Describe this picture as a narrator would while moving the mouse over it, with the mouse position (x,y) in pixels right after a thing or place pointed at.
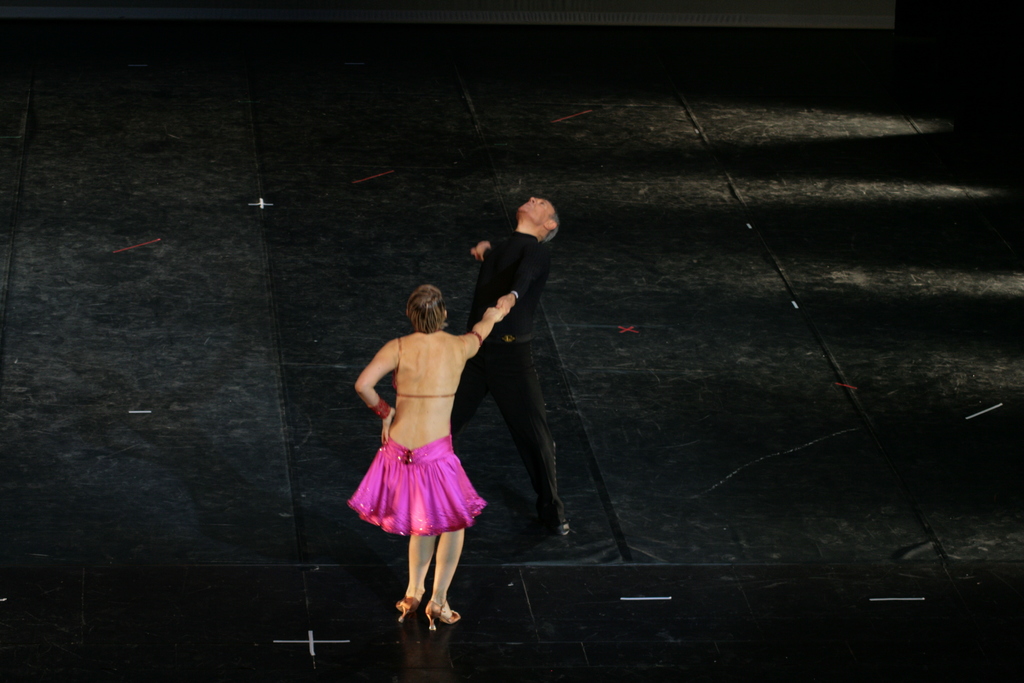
In this image in the center (403,428) there are two persons (449,366) who are holding hands (502,303) and dancing, at the bottom (539,604) there is a floor (275,534).
